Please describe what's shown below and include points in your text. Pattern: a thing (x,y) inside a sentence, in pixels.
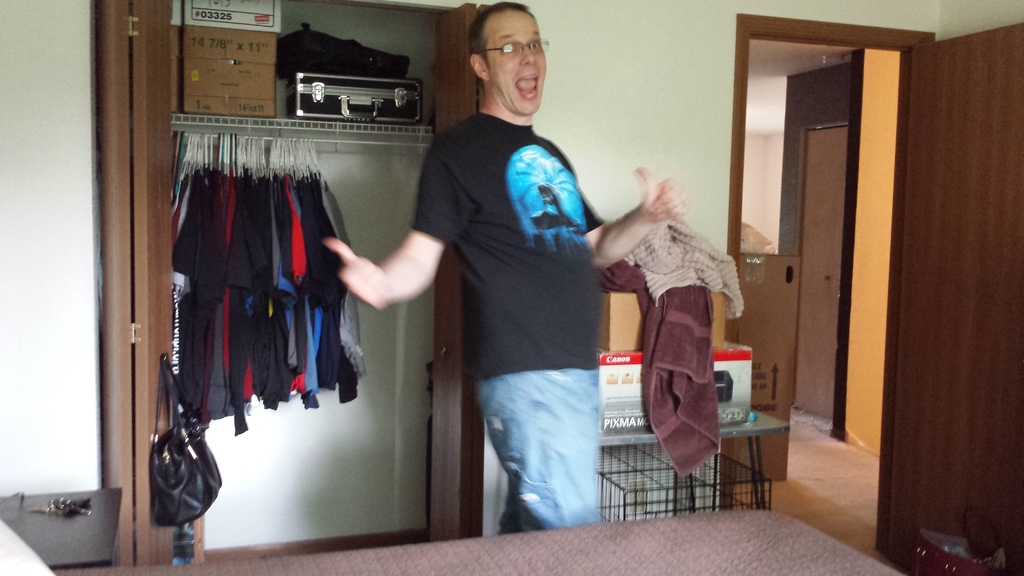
In this image we can see a man (505,108). He is wearing black color t-shirt (504,339) with jeans (562,423). Behind the man (494,435), clothes (234,250) are arranged in the cupboard (342,124) and we can see a suitcase (387,79) and carton boxes (246,57) in the cupboard (229,447). One bag (182,438) is hanged to the door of the cupboard (179,458). Right side of the image (997,235) door (984,245) is there. We can see one table (752,443). On the table (631,442), carton boxes (634,353) and towels (670,316) are there. The walls (698,46) are in white color. Left bottom of the image (73,545) one table (70,547) is there. On table (61,527) black color thing (67,513) is present.
